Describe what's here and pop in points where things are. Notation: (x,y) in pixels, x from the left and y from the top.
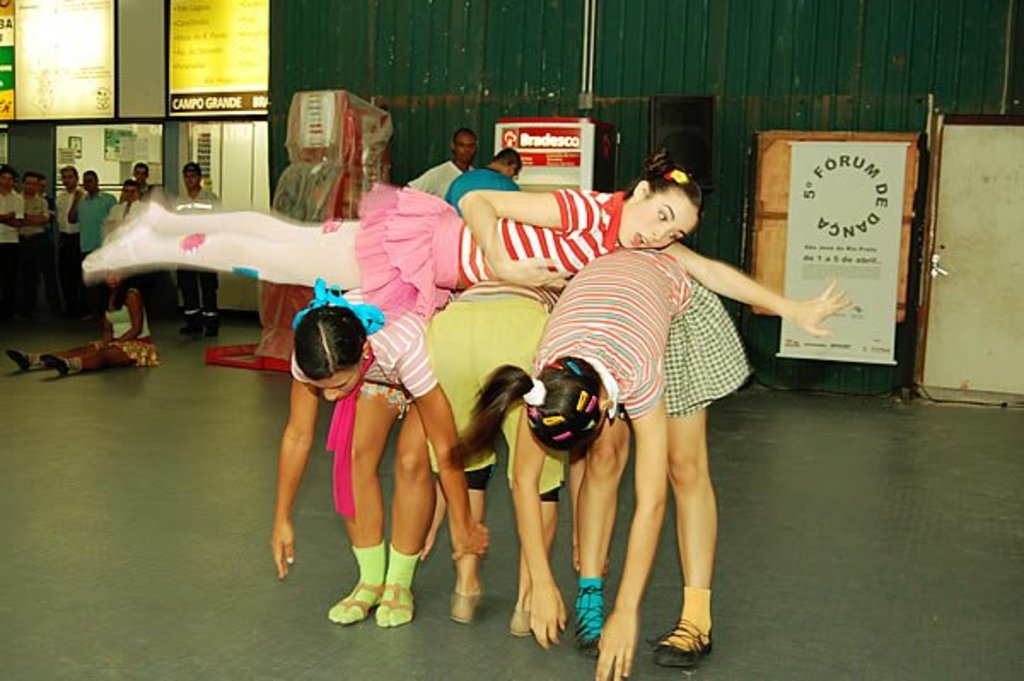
In this picture we can see four persons (560,426) in the front (473,239), there are some people (85,233) standing and a girl (124,310) is sitting on the left side (129,327), in the background (175,32) there are boards (205,57), we can see some text (186,41) on these boards (186,41), on the right side (801,284) there is a chart (818,282).
